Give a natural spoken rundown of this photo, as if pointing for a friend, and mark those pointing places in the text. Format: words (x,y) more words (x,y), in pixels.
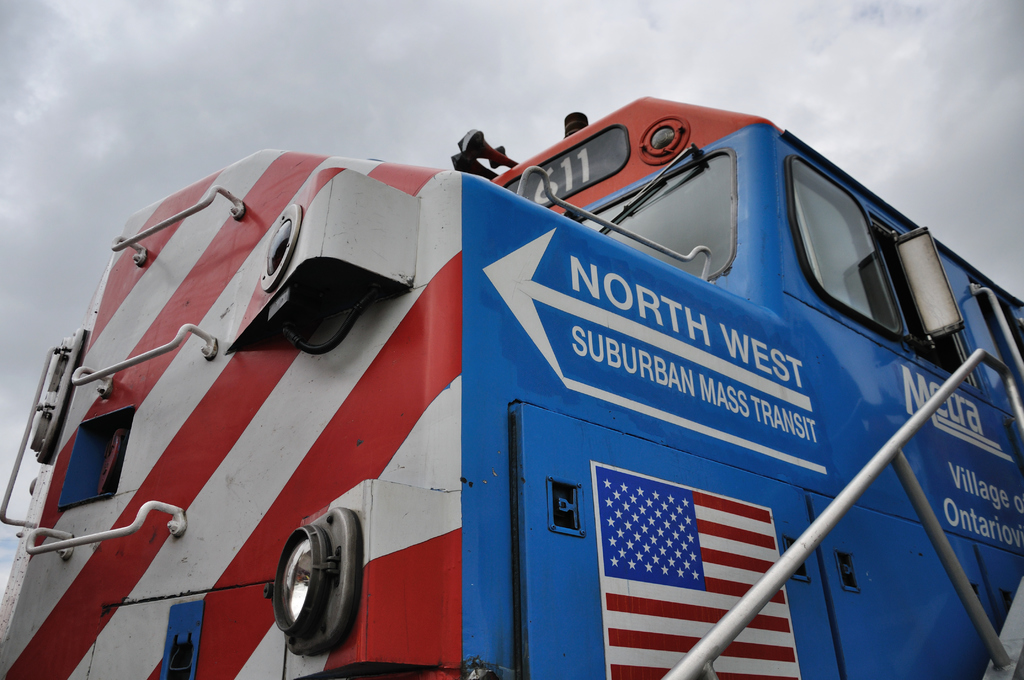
In this picture there is a train (363,228) in the center of the image (457,340).
